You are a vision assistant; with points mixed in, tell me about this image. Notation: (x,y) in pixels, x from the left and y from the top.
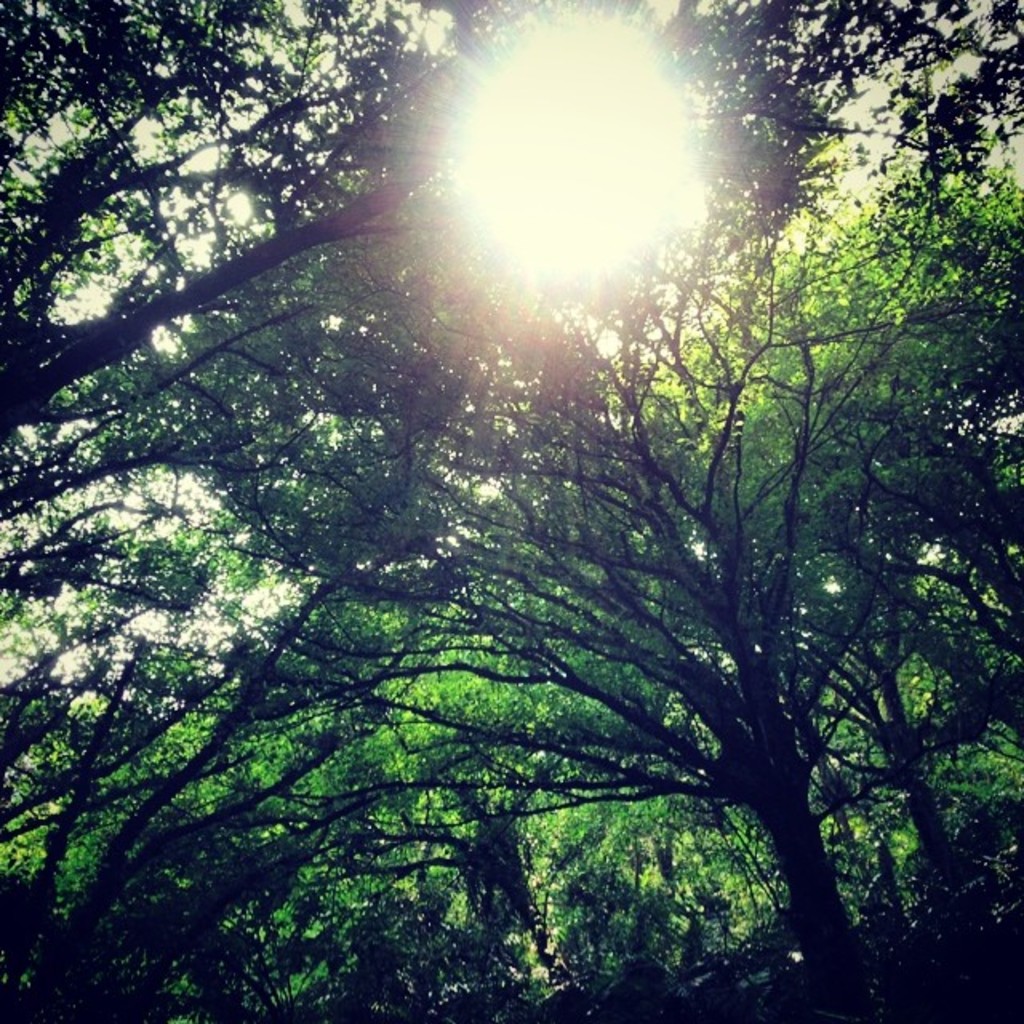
In this image we can see so many trees (419,609) and also we can see the sun (531,91) and the sky (523,110).
